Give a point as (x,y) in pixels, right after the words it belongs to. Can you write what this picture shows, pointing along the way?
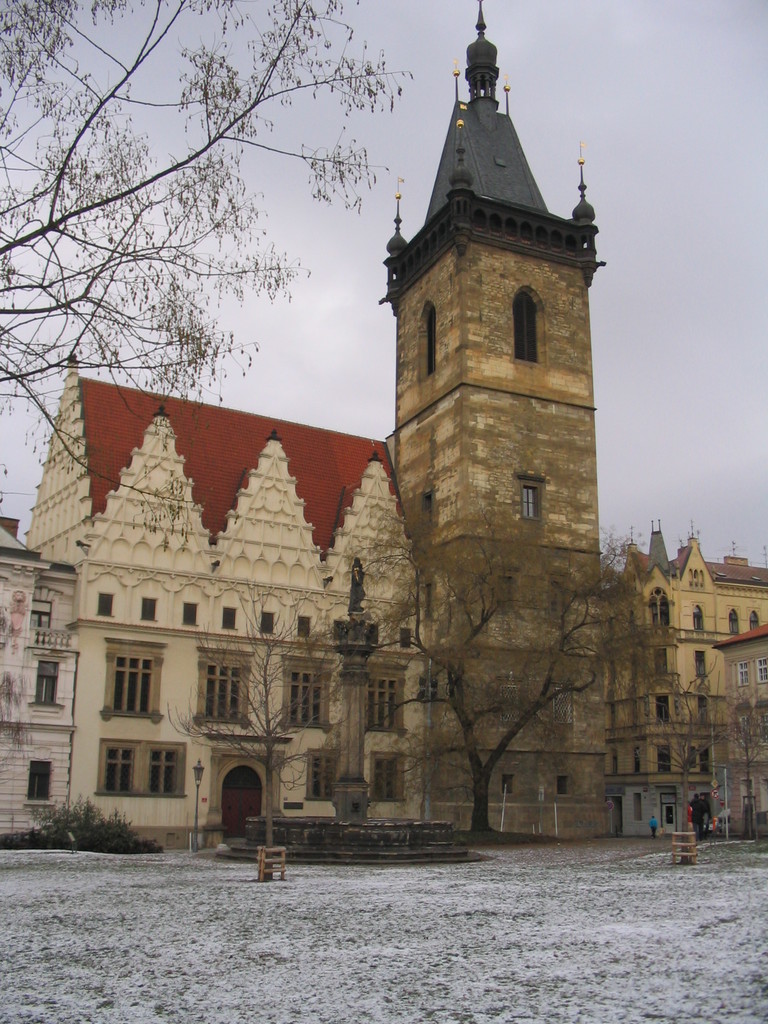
We can see snow (734,914), trees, statue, plants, light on pole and buildings (588,631). In the background (724,483) we can see sky (595,153).
